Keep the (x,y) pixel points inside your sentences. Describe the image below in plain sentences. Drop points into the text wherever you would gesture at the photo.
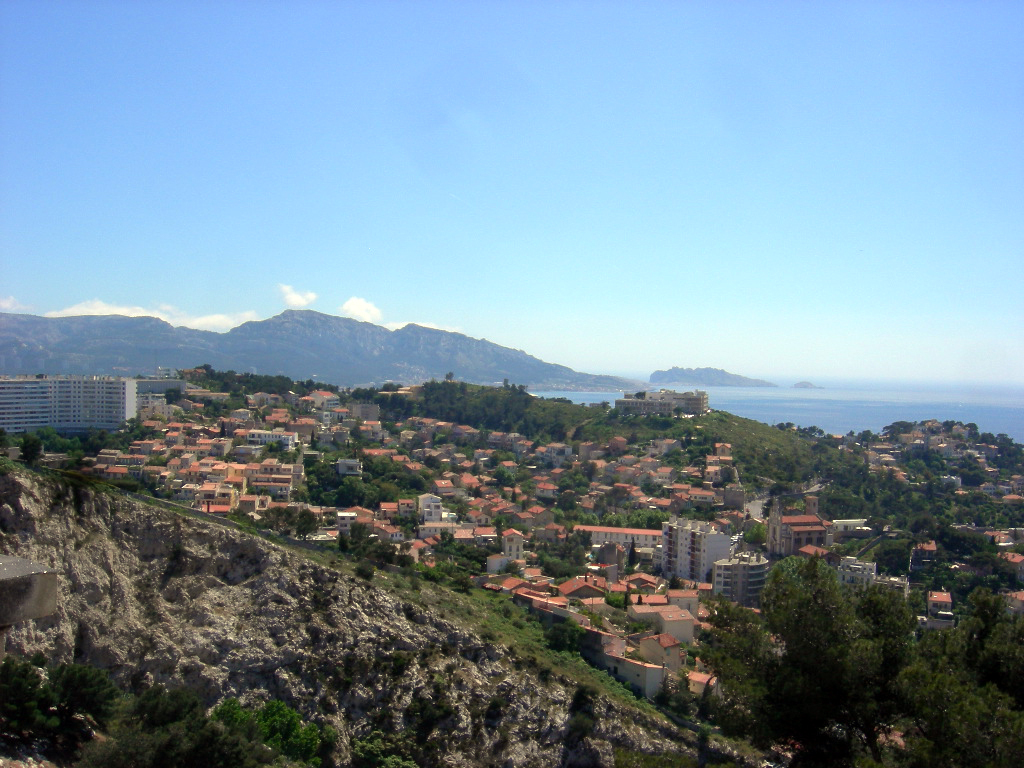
This image is taken outdoors. At the top of the image (245,155) there is a sky (615,251) with clouds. At the bottom of the image (134,729) there are many trees (106,681), plants (360,559), houses (429,546) and buildings (275,467) with walls (80,427), windows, roofs (117,470) and doors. On the right side of the image (945,395) there is a sea (779,412). In the background (415,353) there are a few hills (360,351).
